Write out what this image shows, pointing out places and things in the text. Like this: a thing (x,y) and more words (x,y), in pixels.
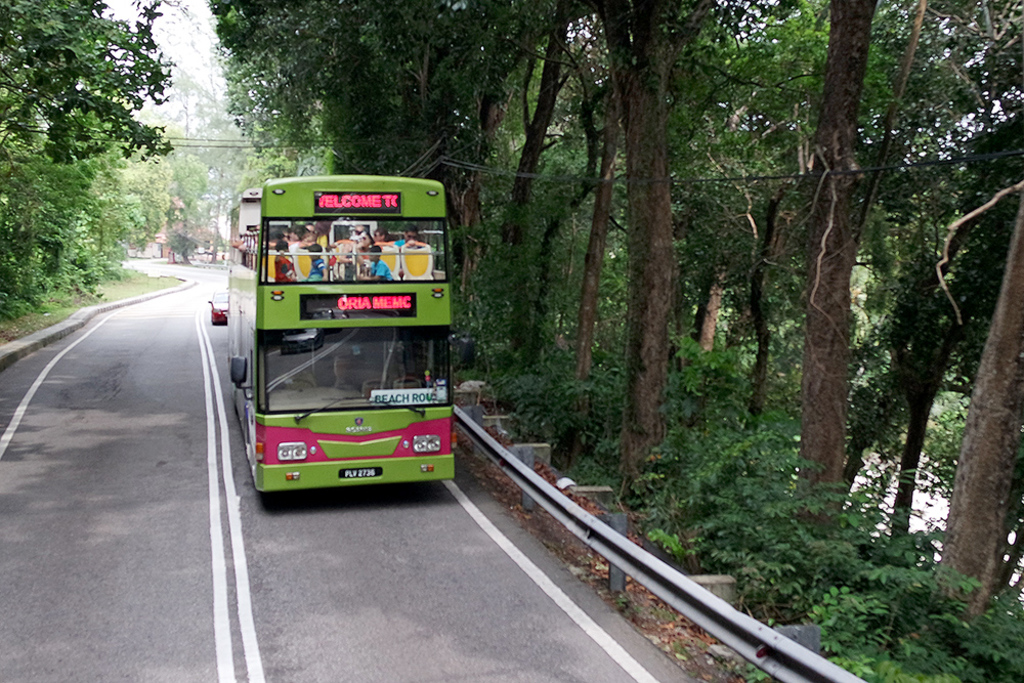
In the center of the image (408,415) we can see a bus (306,337) and a car (221,317) on the road (218,348). In the background (195,197) there are trees (400,111) and sky (212,67). We can see wires (508,168).
